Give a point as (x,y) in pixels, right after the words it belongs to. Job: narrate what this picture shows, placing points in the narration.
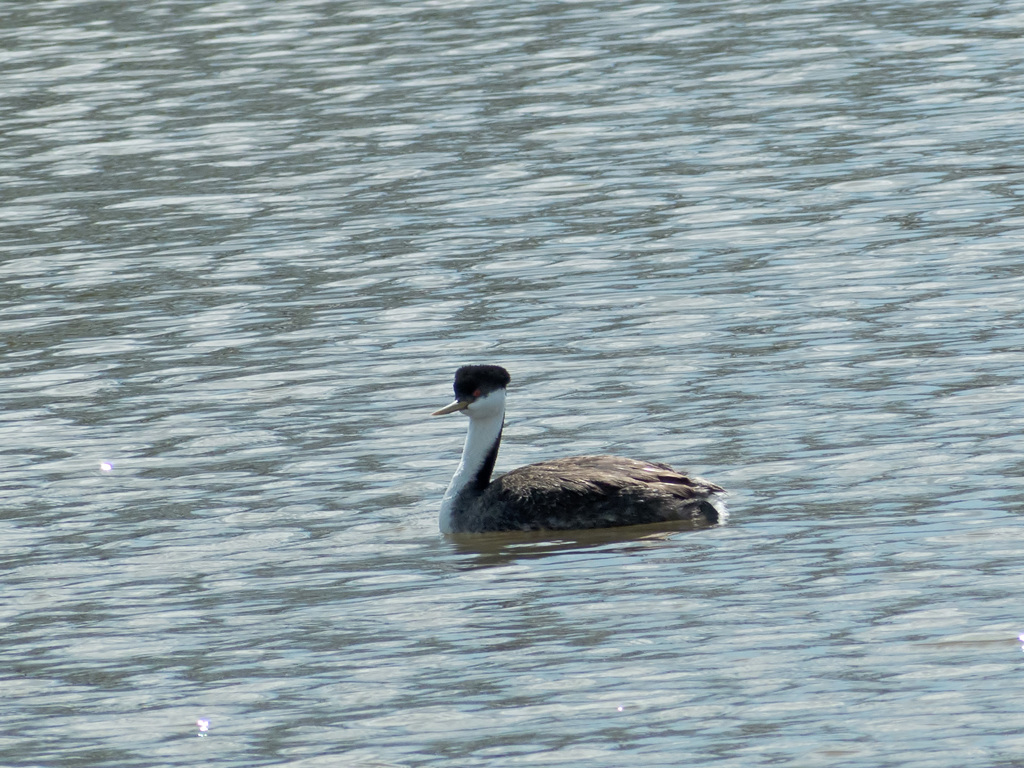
A western grebe (464,453) is swimming on the water (709,340).
